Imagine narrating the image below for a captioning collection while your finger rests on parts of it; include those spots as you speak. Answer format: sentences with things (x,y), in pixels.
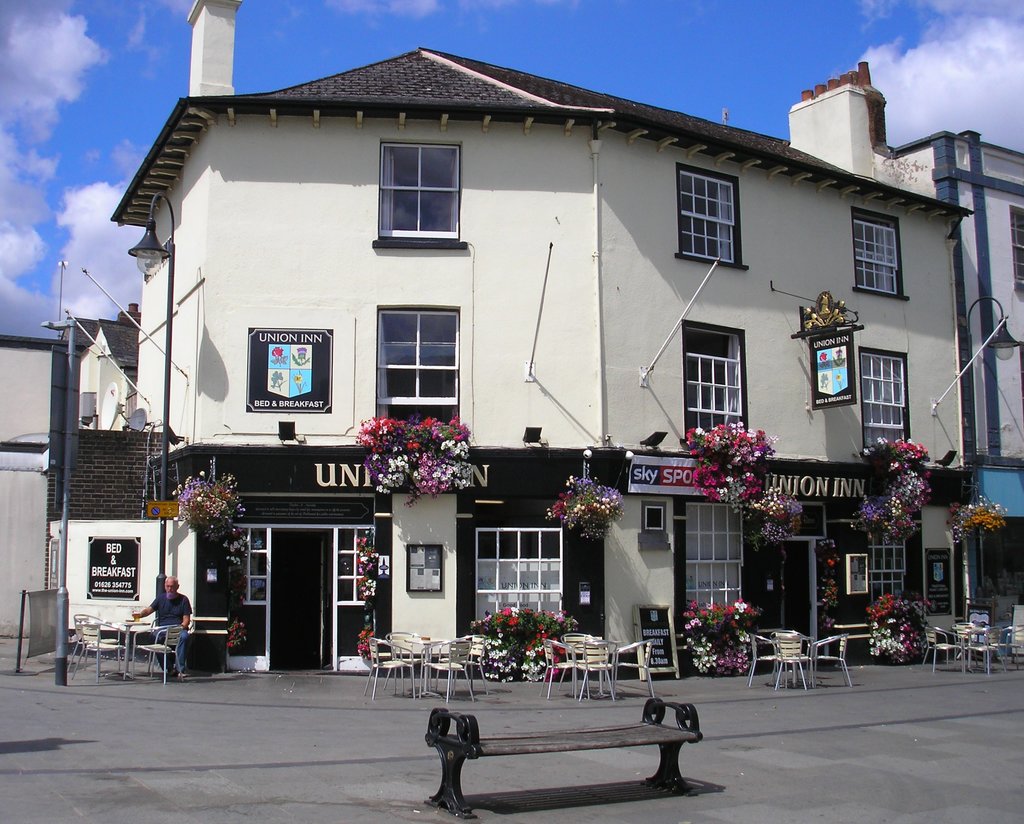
In this image we can see a building (231,444) with windows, roof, signboard (355,487), door (316,562), poles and plants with some flowers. We can also see a group of chairs (105,646), tables (428,685) and a bench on the road (364,706). We can also see some boards (116,574) with text (110,587) on it and a person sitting on the chair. On the backside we can see the sky (141,63) which looks cloudy.
